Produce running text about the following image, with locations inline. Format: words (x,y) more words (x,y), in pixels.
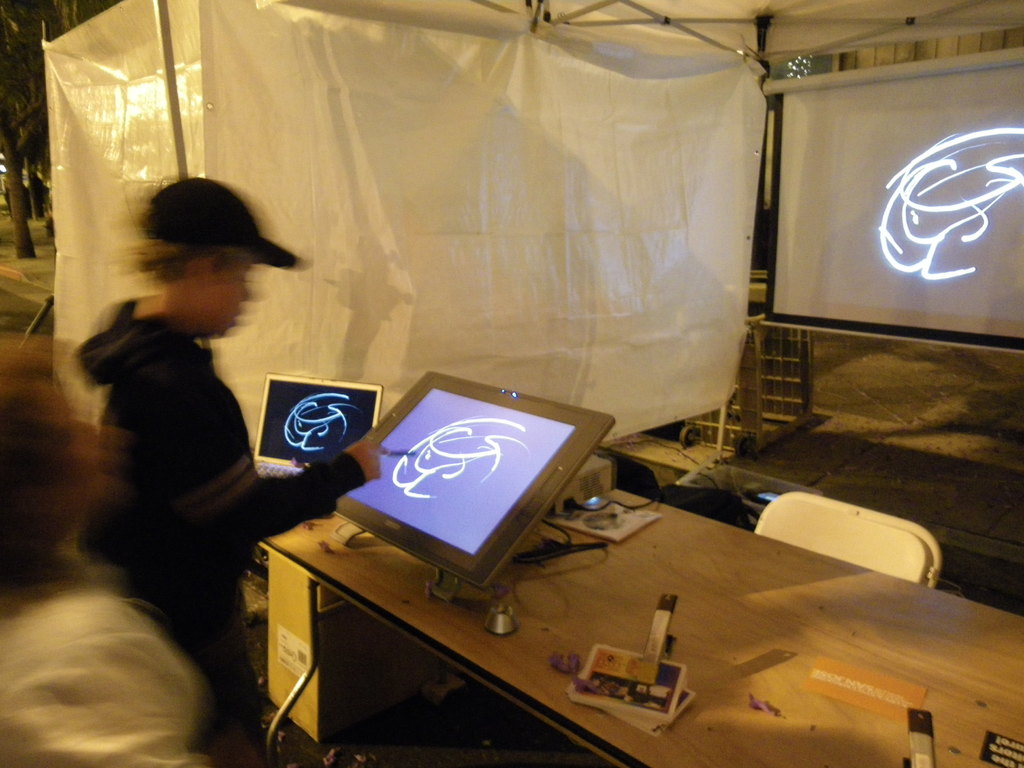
A guy (152,324) who is playing on the electronic gadget (445,443) on the table (565,527). In the background (780,260) there is a screen projector (793,251) and to the left of it there is a white curtain (506,219).
